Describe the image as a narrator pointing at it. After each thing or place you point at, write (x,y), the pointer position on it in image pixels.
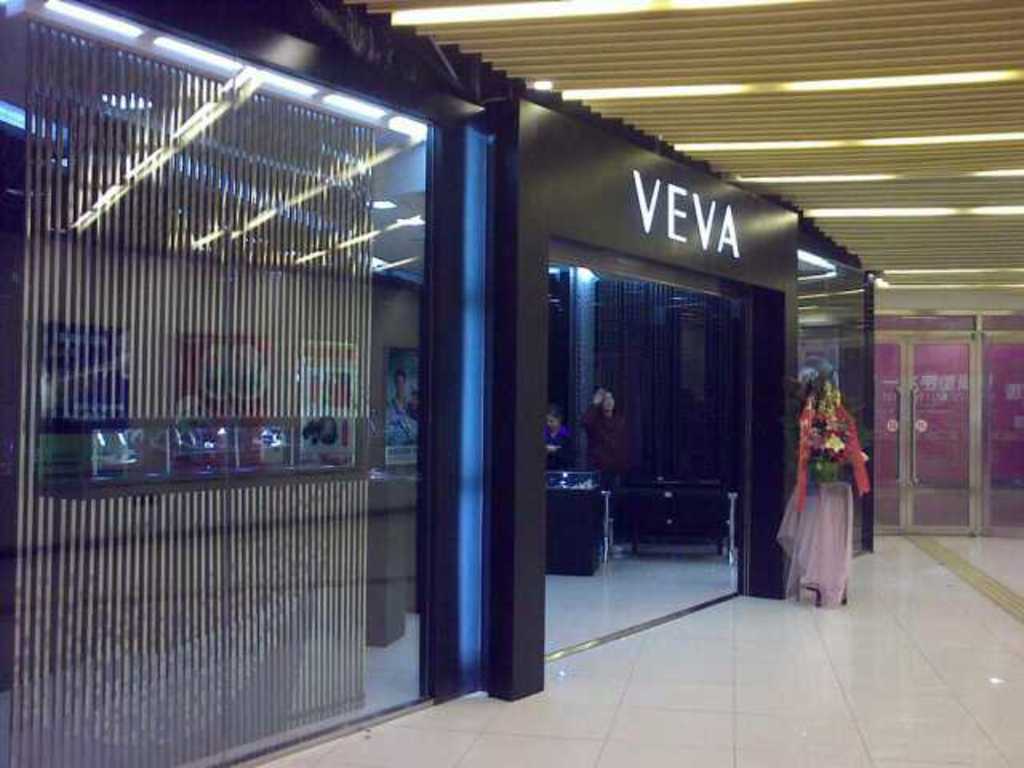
In the center of the image (590,461) there is a store (829,356) and we can see people (610,477) standing in the store (587,474). On the right (829,605) there is a stand (848,537) and we can see a bouquet (838,438) placed on the stand (840,535). At the top (638,90) there are lights (771,180).
